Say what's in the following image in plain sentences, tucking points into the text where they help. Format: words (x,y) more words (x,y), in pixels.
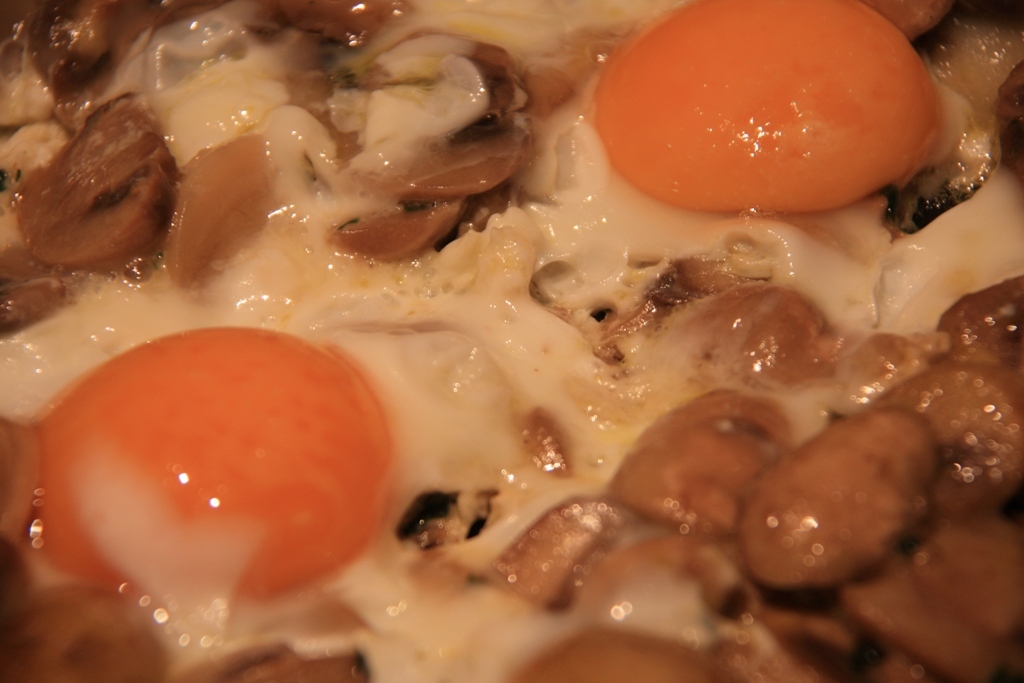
It is a zoomed in picture of a food item (434,187) with the eggs (727,229).
